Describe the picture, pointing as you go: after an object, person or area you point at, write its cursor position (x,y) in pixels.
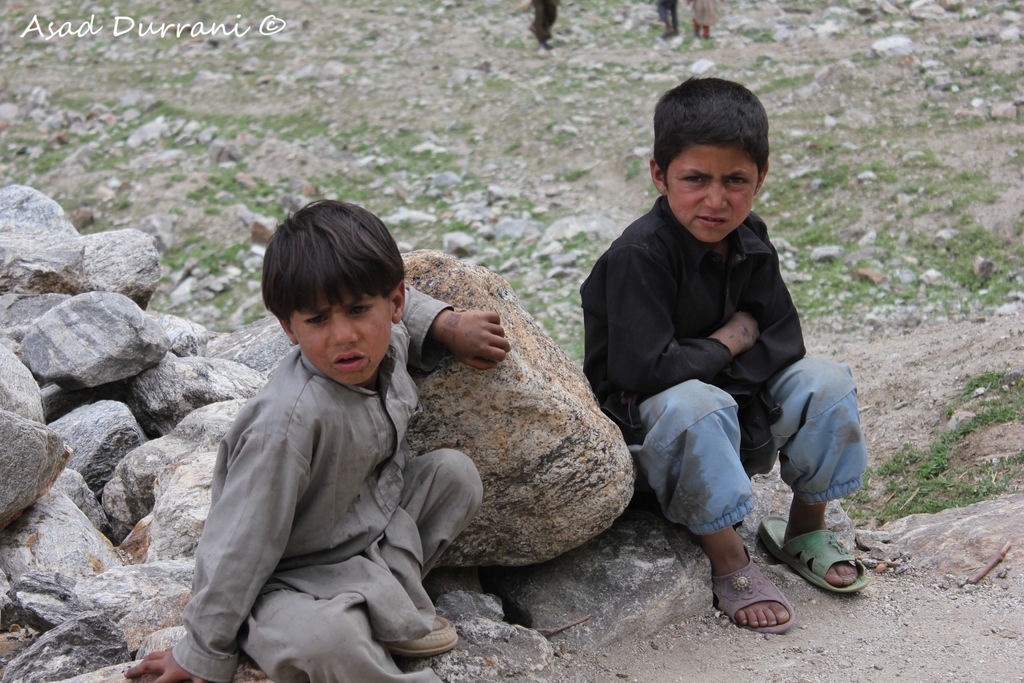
In this picture I can see two children (454,326) sitting on the rocks (497,463) on the left side (300,323). I can see green grass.
